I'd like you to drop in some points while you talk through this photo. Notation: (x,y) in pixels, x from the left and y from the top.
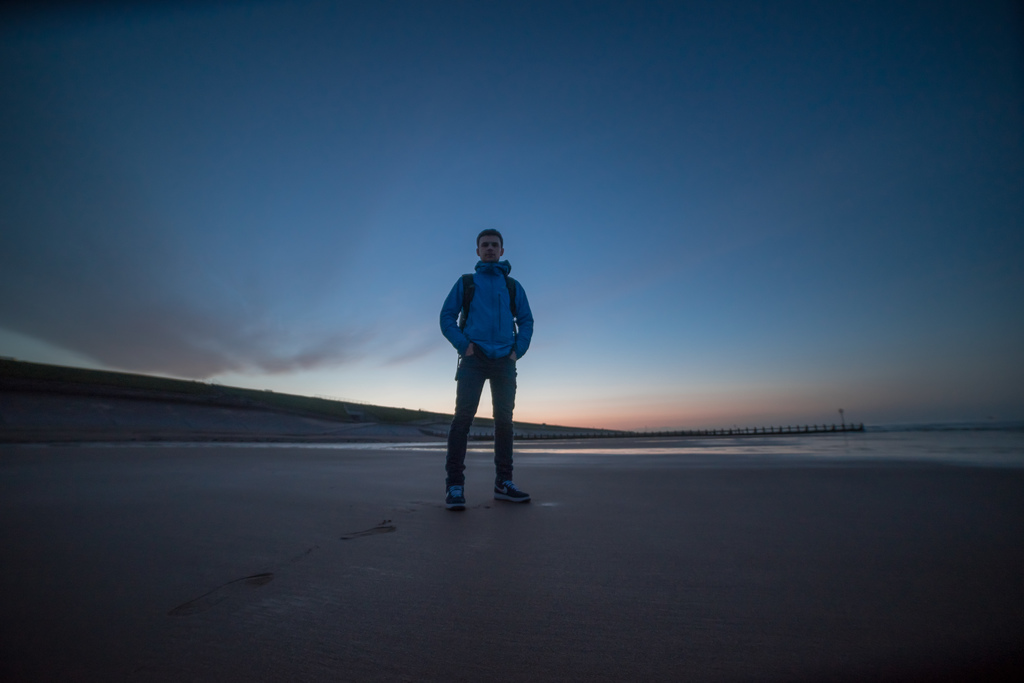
In this picture I can see there is a person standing here and in the backdrop (954,448) there is a ocean (914,443) and the sky (169,233) is clear.
